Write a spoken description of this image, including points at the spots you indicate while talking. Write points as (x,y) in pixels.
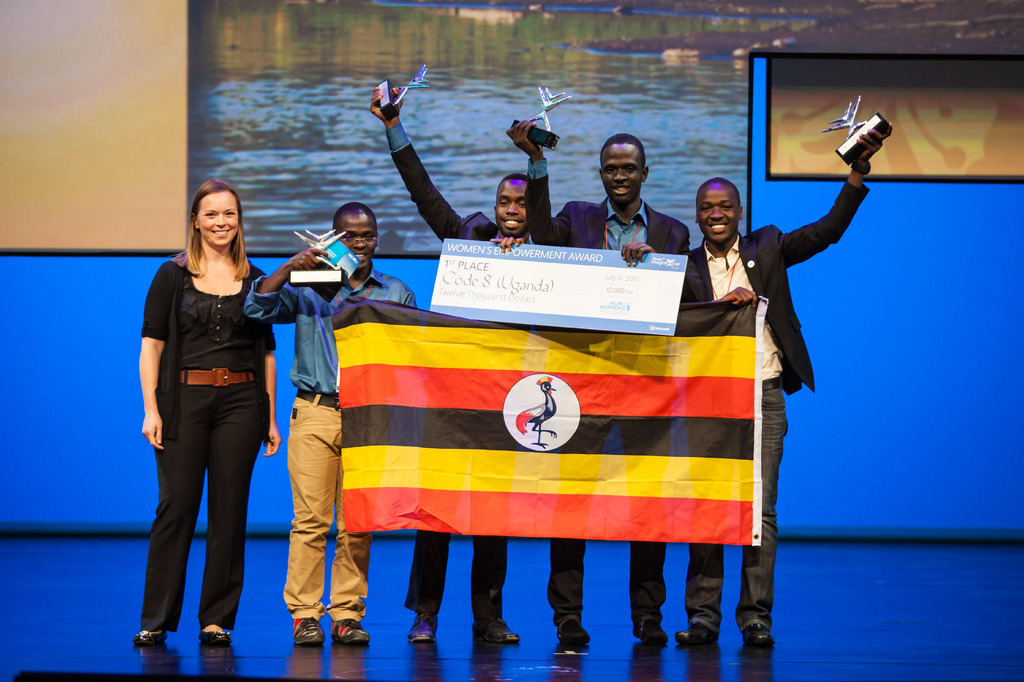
In this picture there are group of people (582,543) standing on the stage (762,665). In this image there are two persons (634,232) standing and smiling holding the object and board (558,274). There are two persons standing and smiling holding the object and flag (700,481). There is a woman (214,344) standing and smiling. At the back (698,140) there is a screen (697,153), on the screen (589,118) there is a picture (650,100) of water (340,17) and grass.
